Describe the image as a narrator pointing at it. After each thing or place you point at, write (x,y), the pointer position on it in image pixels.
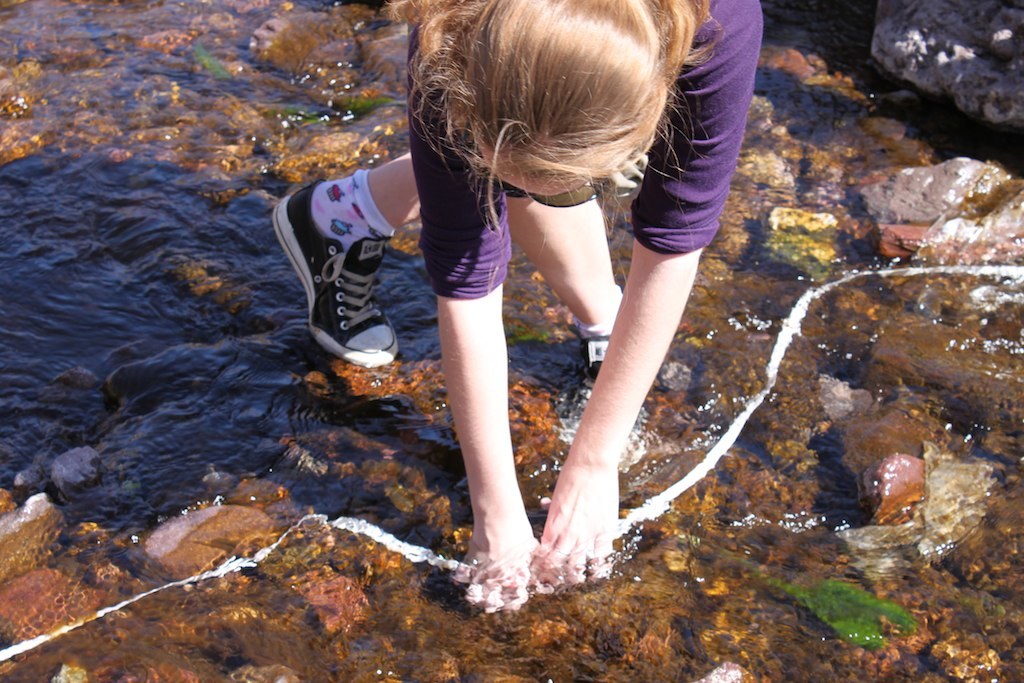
In this image there is a person (604,482) standing in the water (843,537), there are stones (161,540) under the water (750,553) and there is a leaf (870,632) which is visible inside the water (897,599), at the top of the image (963,53) there are stones (945,30).
